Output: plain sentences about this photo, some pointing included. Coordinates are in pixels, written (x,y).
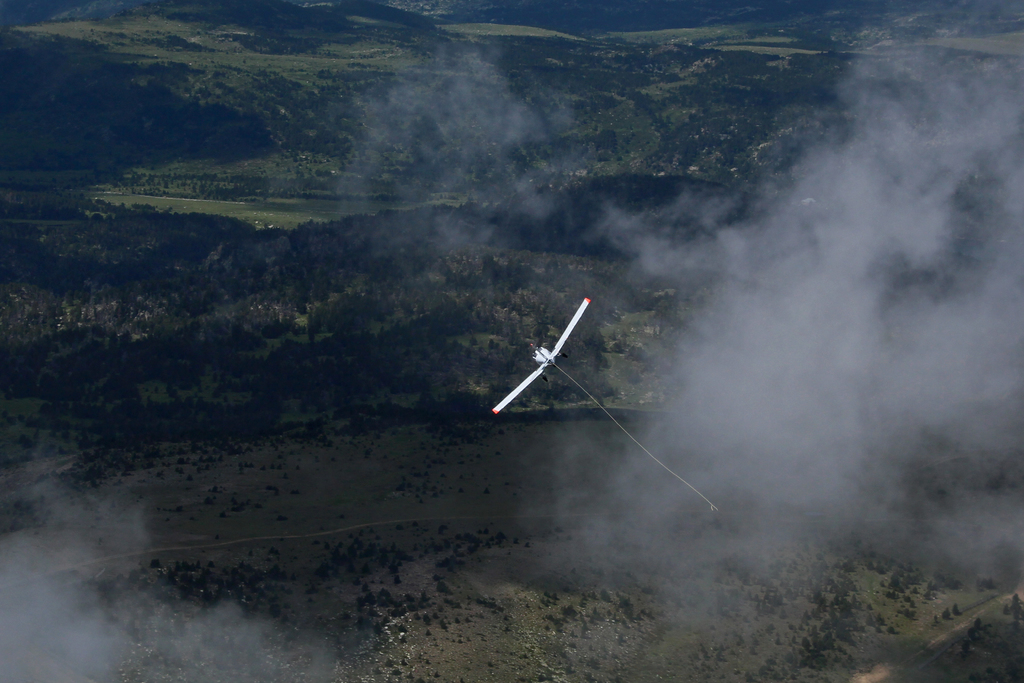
In this image we can see a motor glider (540,362) in the sky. We can also see some clouds (898,545), a group of trees (562,233) and the hills (567,207).
